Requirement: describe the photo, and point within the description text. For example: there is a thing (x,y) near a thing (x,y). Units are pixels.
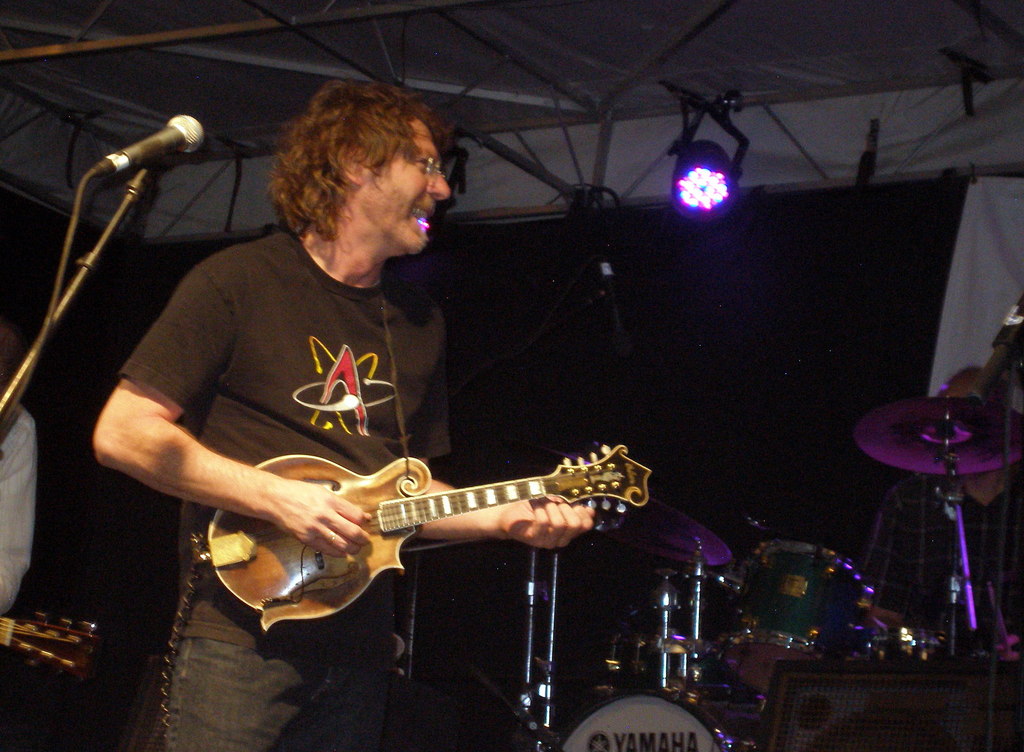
Here we can see a man (168,360) standing on the left side (259,699). He is holding a mandolin (584,481) in his hand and he is smiling. This is a microphone (187,119). Here we can see a snare drum (771,586) on the right side (692,653).
